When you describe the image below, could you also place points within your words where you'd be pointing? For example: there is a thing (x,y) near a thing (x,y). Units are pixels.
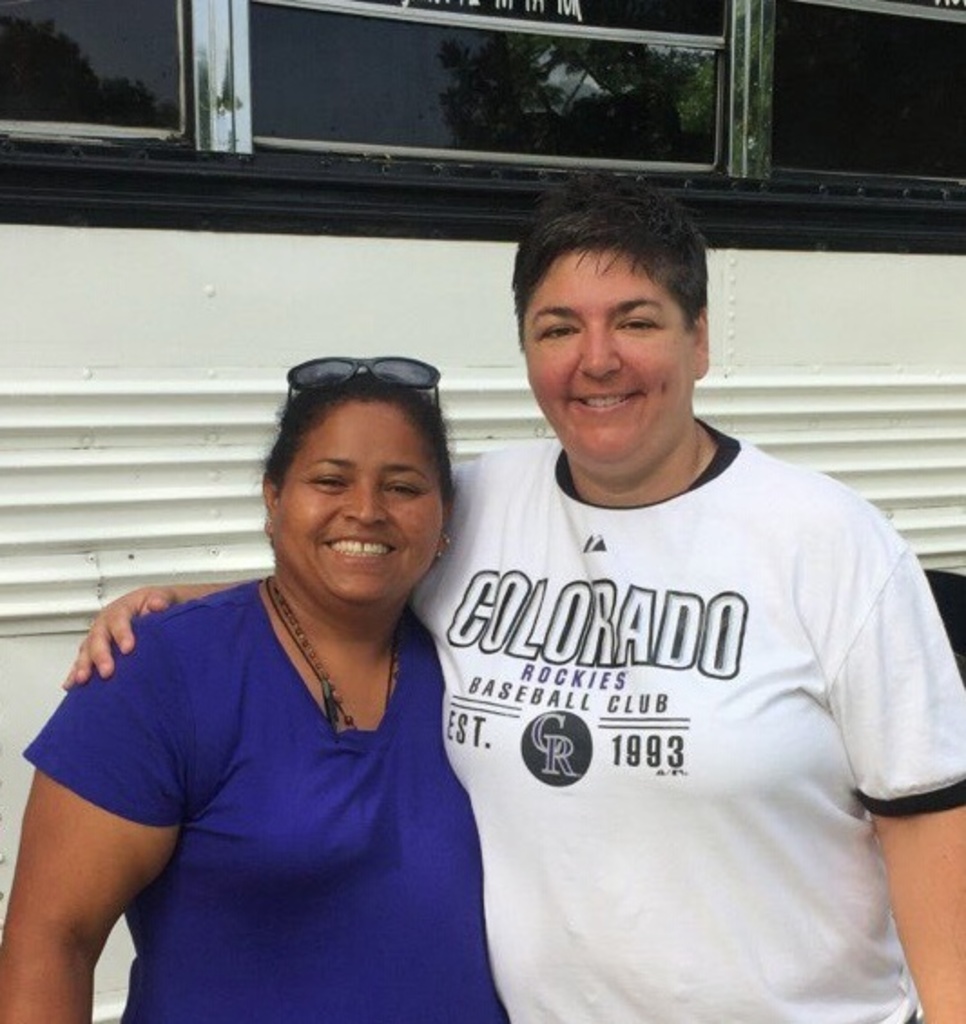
In this image we can see two persons (331,551). Behind the persons (397,482) we can see a wall (508,287). At the top (257,108) we can see a glass (469,91). On the glass (614,73) we can see the reflection (604,53) of trees (616,53) and the sky (385,86).
